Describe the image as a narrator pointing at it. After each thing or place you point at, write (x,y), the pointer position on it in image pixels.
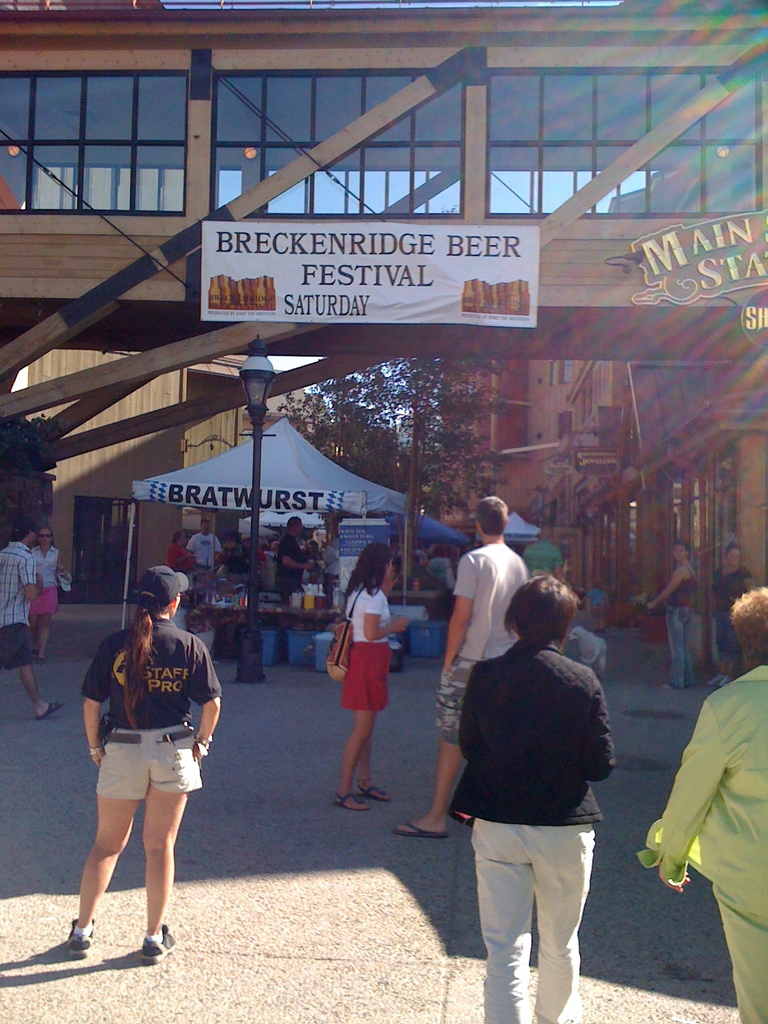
In this image we can see there is a building (578,119) on that building (353,104) there is a banner (505,284). And at the bottom of the building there is a tent (283,506), Tree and light pole (251,645). And below the tent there is a table (312,612) on the table (297,611) there are few objects (317,593) and box (425,655). And in front (370,576) there are persons (451,628) standing on the floor (305,680).
